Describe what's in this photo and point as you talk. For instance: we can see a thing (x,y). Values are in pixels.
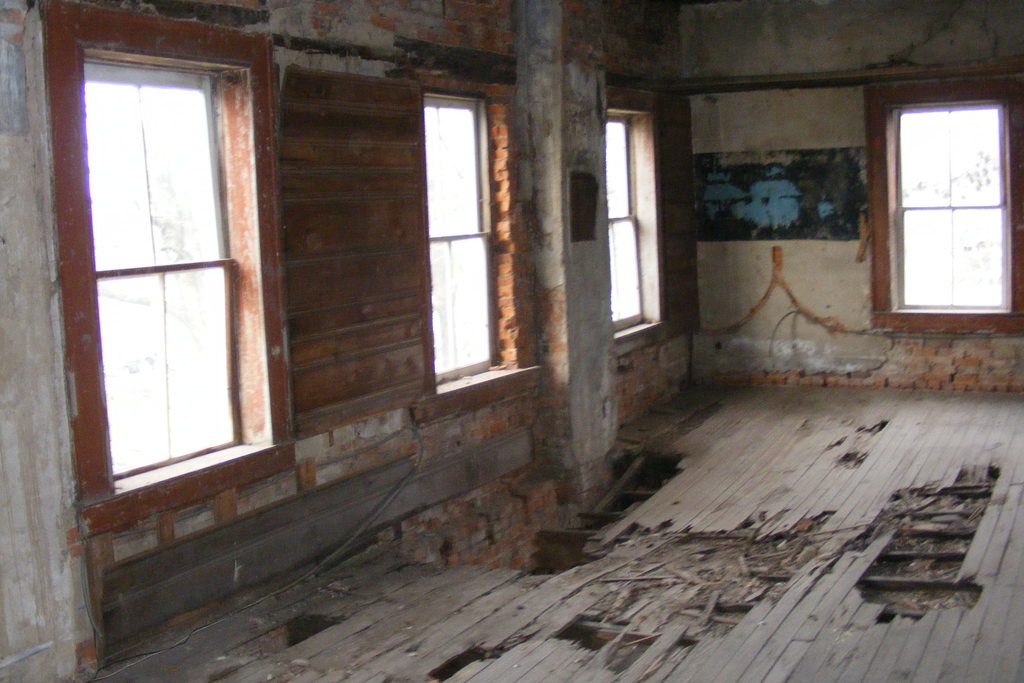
In this picture I can see there is a house (576,485) and the floor (755,572) is made of wood (648,553) and it is damaged and there are few windows (61,247) onto left and there is a window (955,271) on right side (936,177) and the windows (926,179) have glass (451,265).
